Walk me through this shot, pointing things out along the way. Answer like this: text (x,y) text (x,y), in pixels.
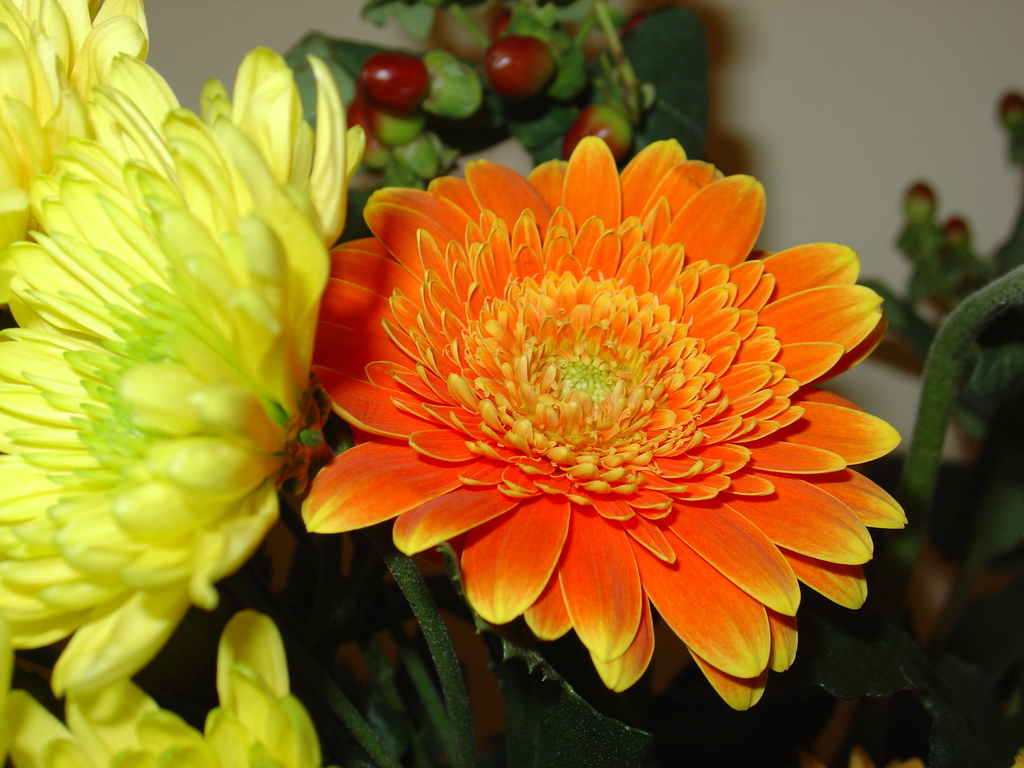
In this picture we can see stems (448,703) with flowers (372,367), leaves (510,697) and fruits (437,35). In the background (899,30) we can see the wall (765,14).
